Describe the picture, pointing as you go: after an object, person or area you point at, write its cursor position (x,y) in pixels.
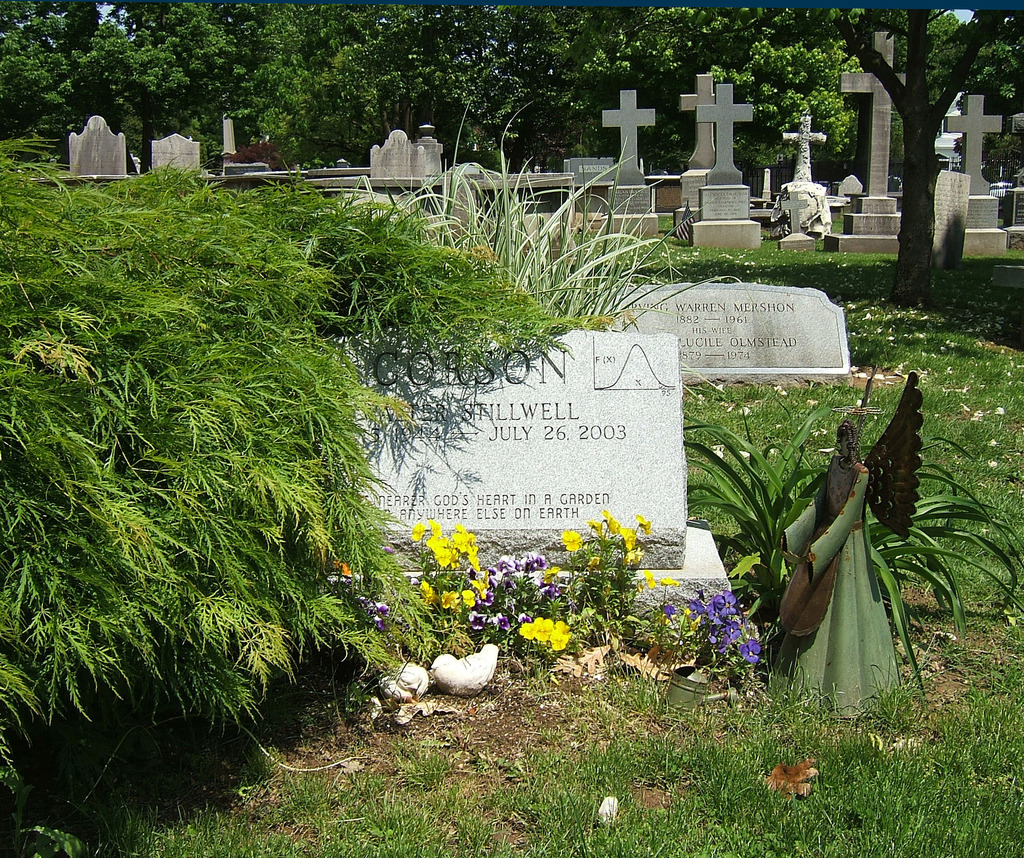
In this image I can see the cemetery (599,263). I can see number of graves (565,398) which are white in color on the ground (733,400) and few plants (202,356). In the background (264,38) I can see few trees (303,113).
